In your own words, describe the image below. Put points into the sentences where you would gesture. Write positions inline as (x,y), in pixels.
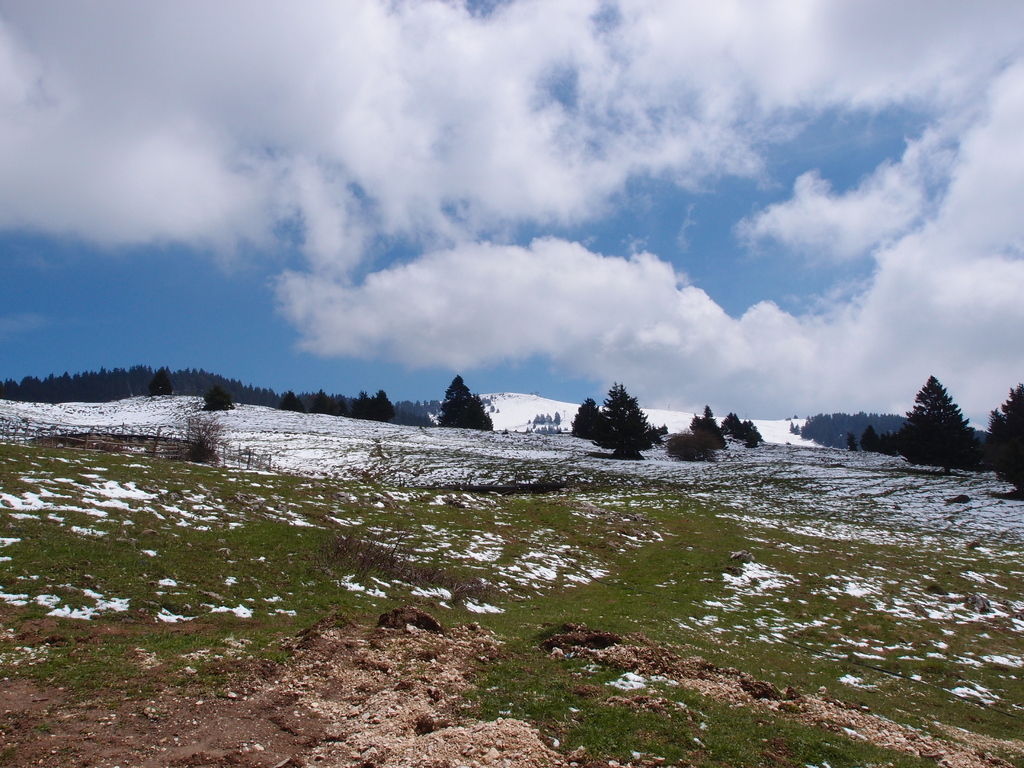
In this picture I can see the ground (437,494) on which there is grass (36,466) and snow (86,476) and in the background (321,349) I see the trees (820,439) and the sky (449,137).
